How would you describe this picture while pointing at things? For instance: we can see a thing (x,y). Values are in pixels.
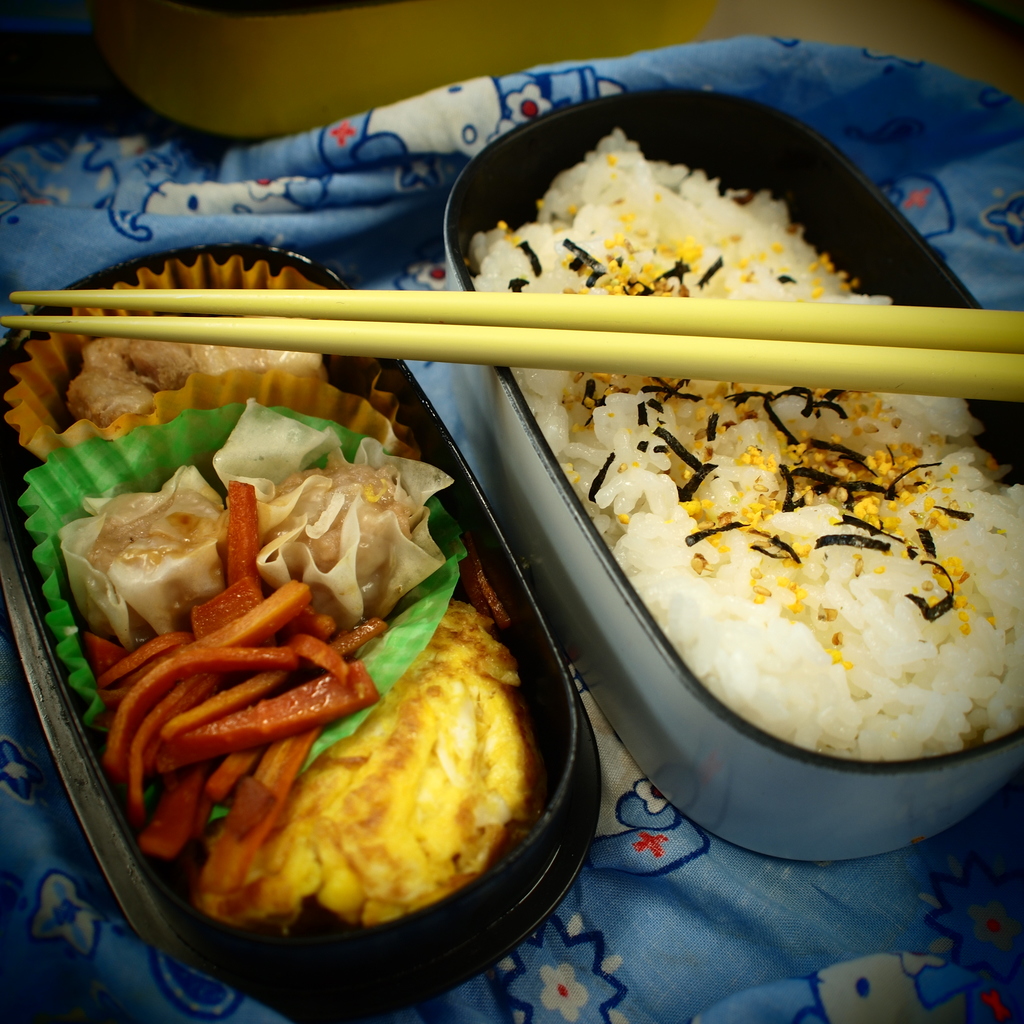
In the picture we can see two boxes (262,954) are placed on the blue color cloth (602,962) in one box (796,805) we can see rice (992,702), in one box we can see some vegetable salads (116,749) and fries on it we can see two sticks (144,302).
